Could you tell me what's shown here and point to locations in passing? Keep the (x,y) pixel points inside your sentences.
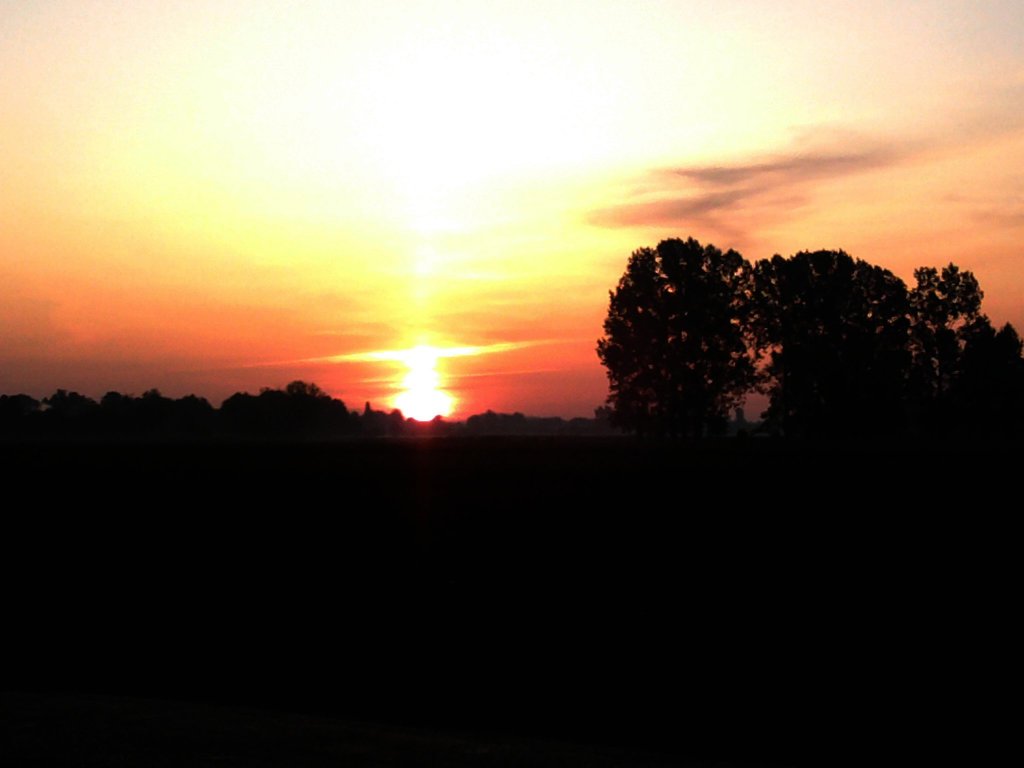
In the picture we can see a dark picture of a plant (63,409) and trees (700,420) and behind it, we can see a sky (555,348) with sunshine (413,334) and clouds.
